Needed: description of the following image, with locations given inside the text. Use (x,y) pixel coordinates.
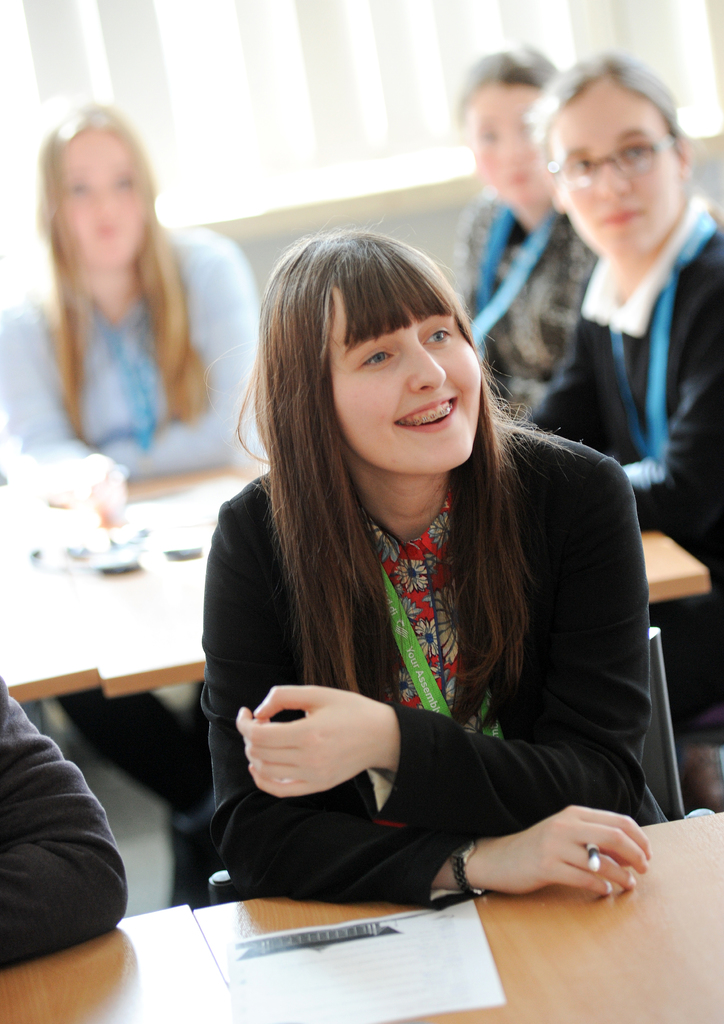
In this image there are a group of people (39,408) who are sitting on chairs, at the bottom (574,951) there are tables (572,904). On the tables (635,876) there are some papers (353,923) and some other objects (136,525) and in the background (302,83) there is a window (554,41).
